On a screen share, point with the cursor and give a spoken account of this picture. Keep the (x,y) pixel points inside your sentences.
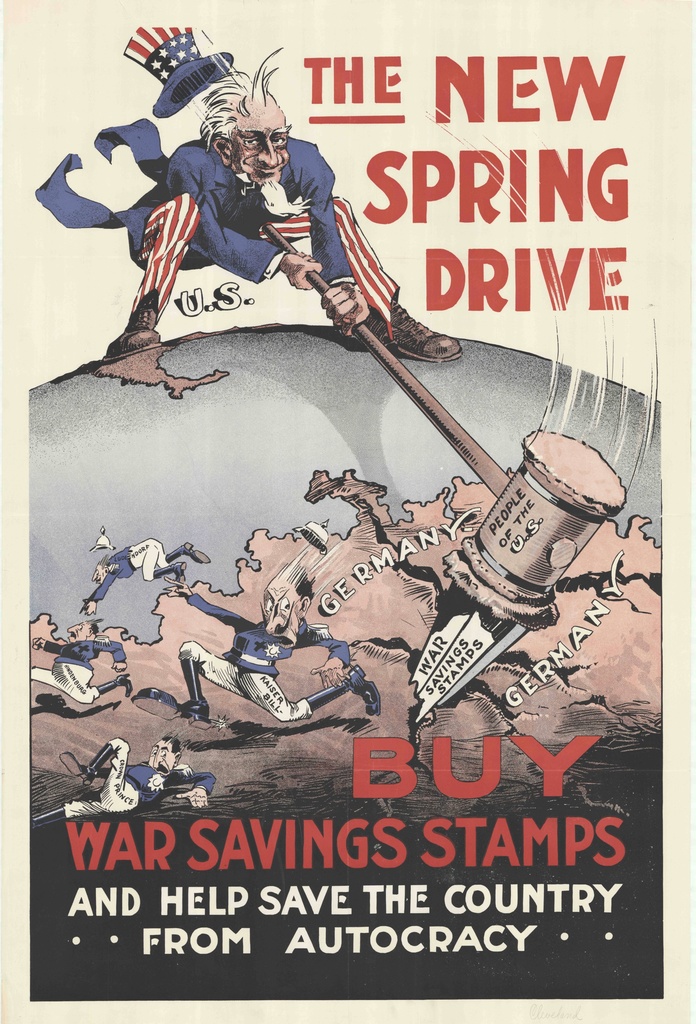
In this picture we can see a poster (383,712), in the poster (287,792) we can find some text (358,757) and cartoon pictures (194,452).
